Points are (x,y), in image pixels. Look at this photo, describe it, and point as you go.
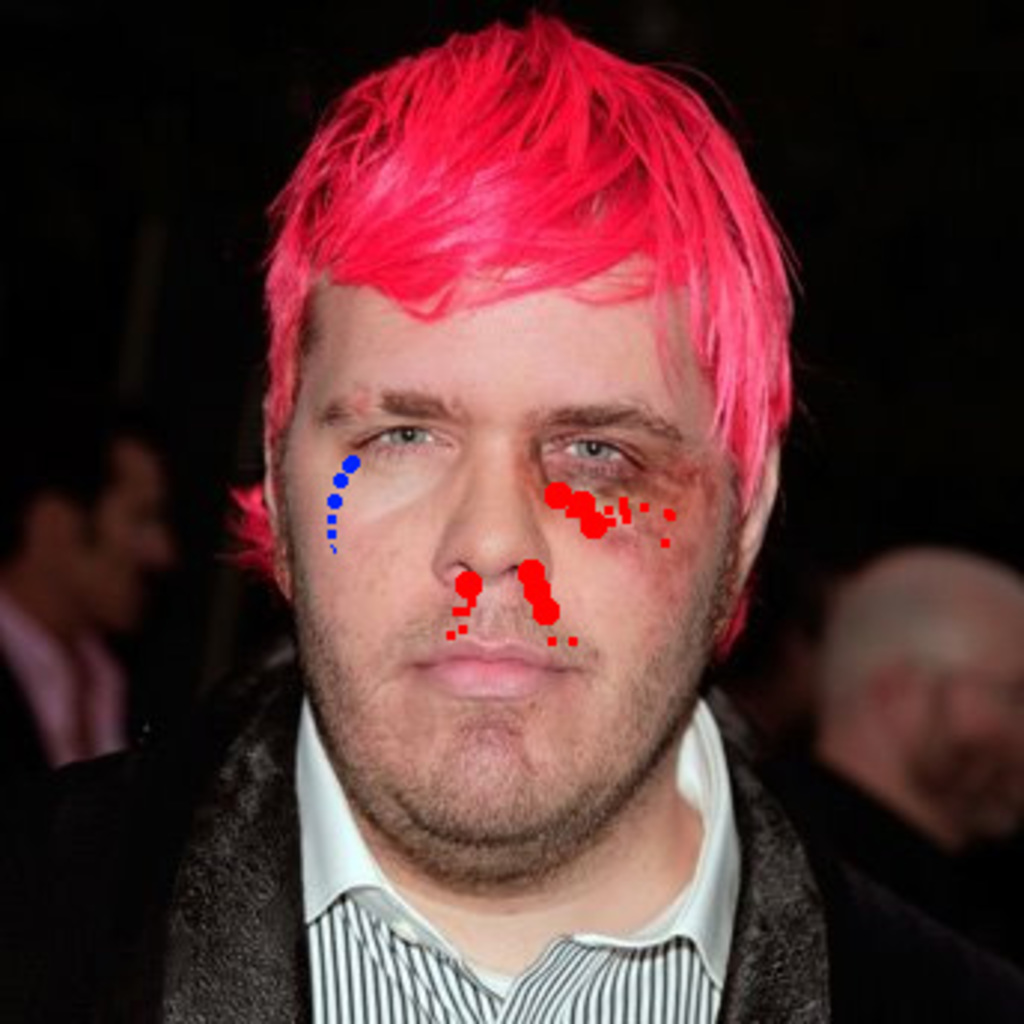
There is man (327,904). In the background (187,211) it is dark and we can see people (113,628).
